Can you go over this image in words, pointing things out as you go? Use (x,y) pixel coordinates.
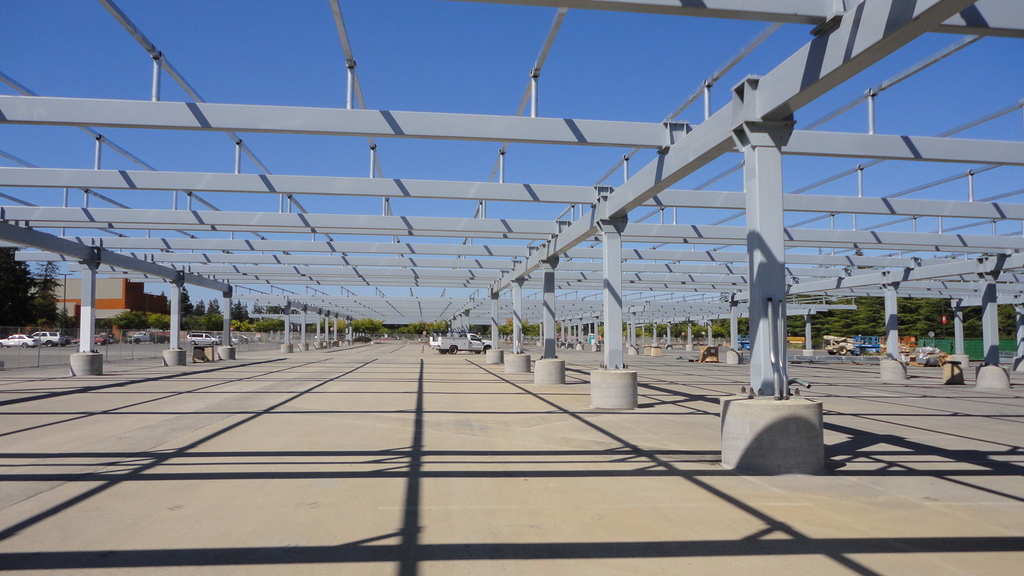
To the bottom of the image (877,418) there is a floor (172,415). And on the floor (67,421) there are many concrete poles (761,410) with iron poles (92,299) and iron rods (461,193) to it. At the left corner of the image (49,343) there are few vehicles (107,338) on the road (63,356) and also there are few trees (20,287). And in the background (375,321) there are few trees (792,327). At the top of the image (491,103) there is a sky (721,103) behind the iron rods (628,126).
